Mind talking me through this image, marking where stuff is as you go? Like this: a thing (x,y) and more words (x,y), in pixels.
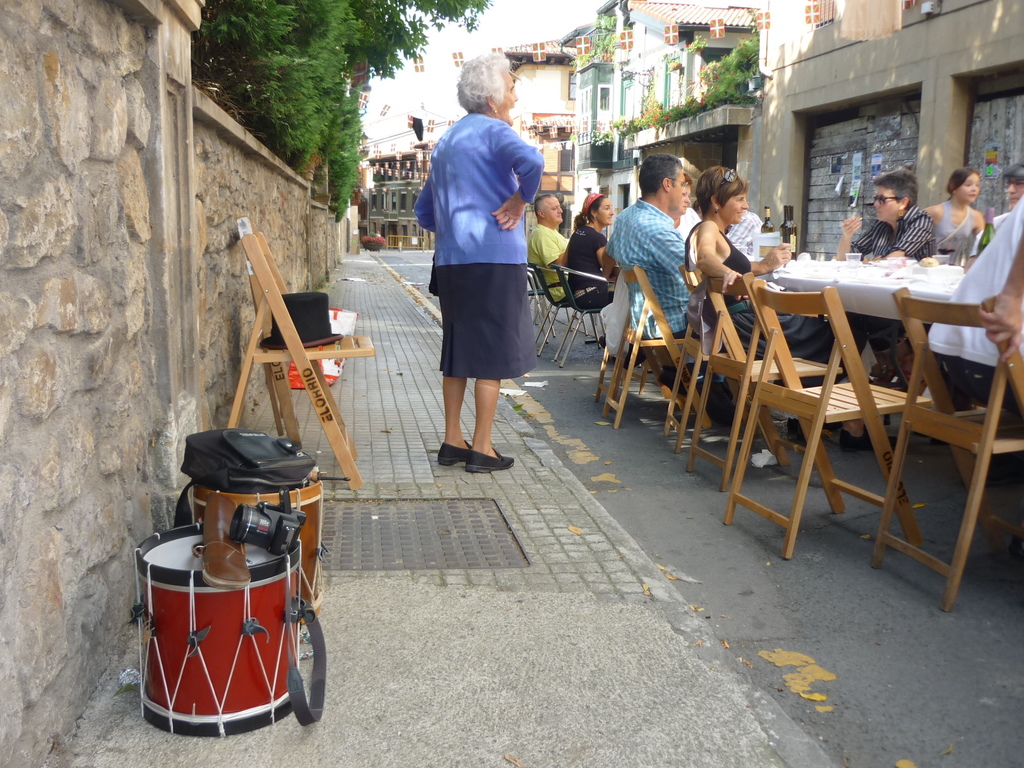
There are group of people (714,250) sitting on the chairs (694,282). This is a table (853,285) covered with white cloth (861,283) and some bottles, plates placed on it. Here is a woman (506,232) standing. There are drum (213,610), camera (267,528) and bag (259,467) which are kept aside. At background (728,59) these looks like buildings (767,101) with small plants (676,113) and this looks like a tree (284,61).
